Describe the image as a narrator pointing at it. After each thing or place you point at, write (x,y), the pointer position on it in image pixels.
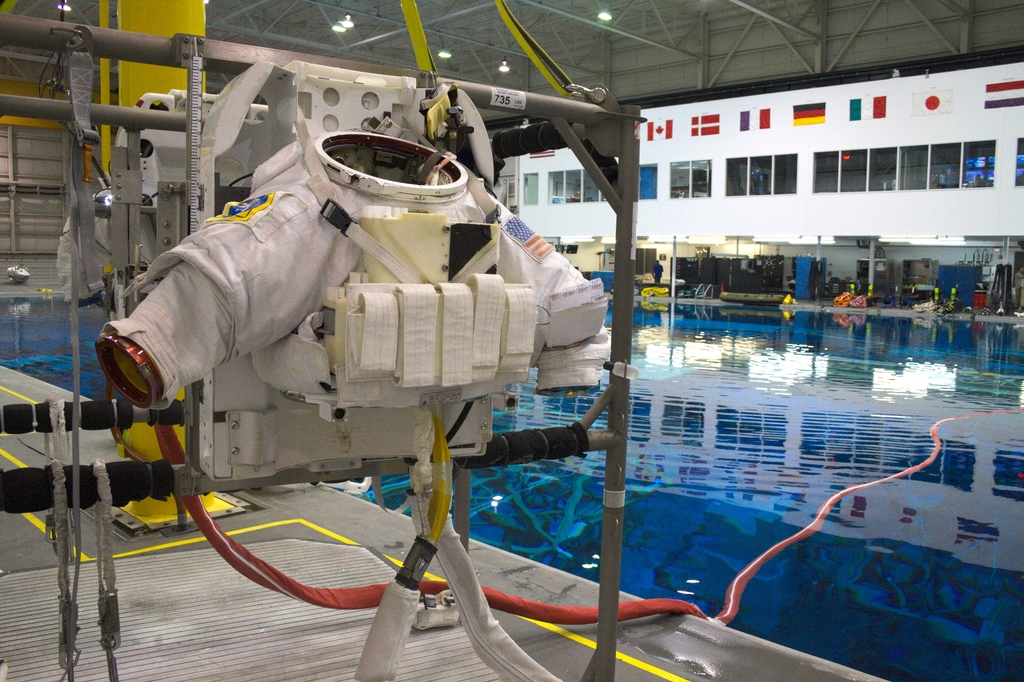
In the image I can see a place where we have a pool (751,437) and a building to which there are some windows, flags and also I can see a pipe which is connected to the dress like thing (342,389) which is hanged and some wires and other things (625,286).
